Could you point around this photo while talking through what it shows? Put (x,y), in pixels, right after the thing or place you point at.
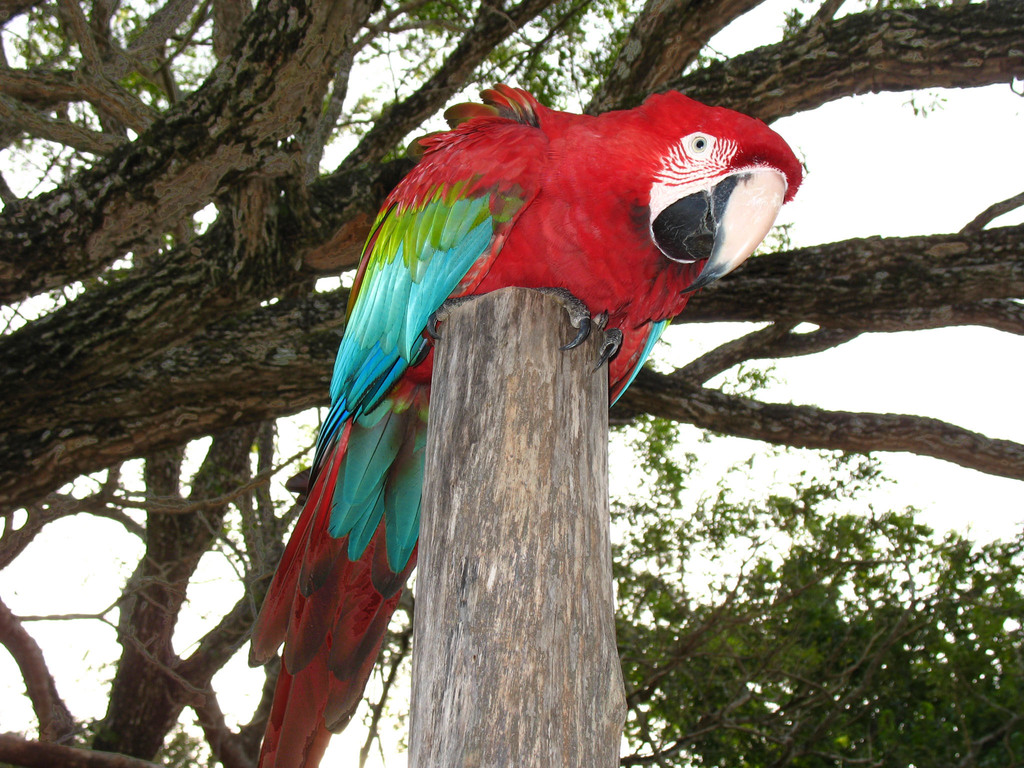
In this image, at the middle (603,274) there is a red color parrot (538,269) sitting, at the background (250,283) there are some green color trees (188,299) and there is a sky (966,188).
